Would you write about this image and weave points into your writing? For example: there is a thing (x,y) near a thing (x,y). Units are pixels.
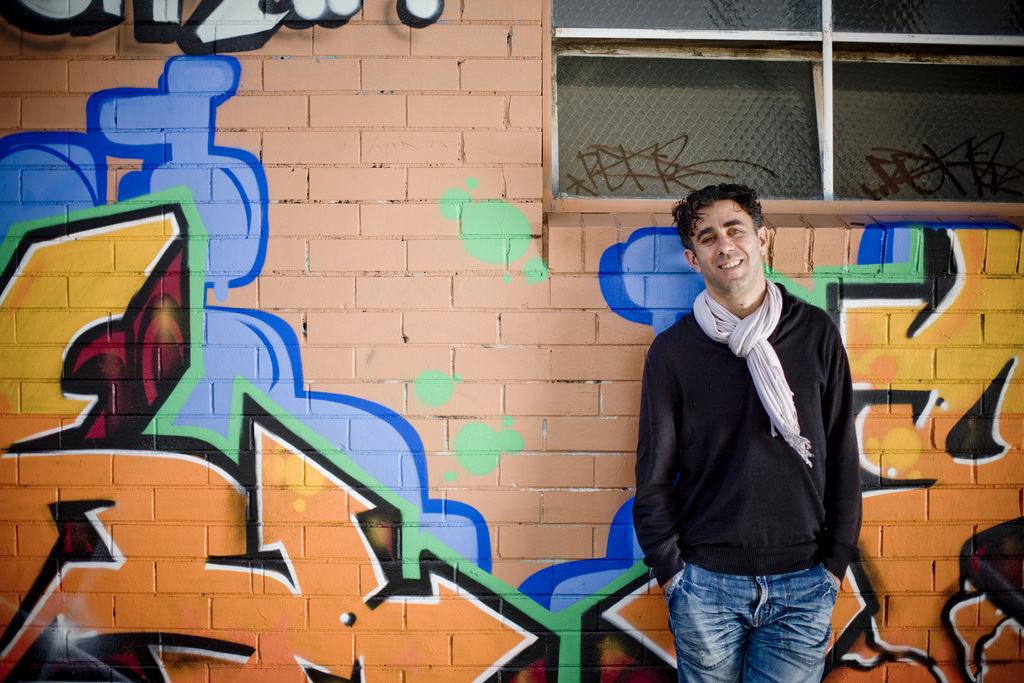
In the image there is a man (726,300) standing in front of a wall (137,140) and on the wall (202,348) there are some paintings (482,614).
